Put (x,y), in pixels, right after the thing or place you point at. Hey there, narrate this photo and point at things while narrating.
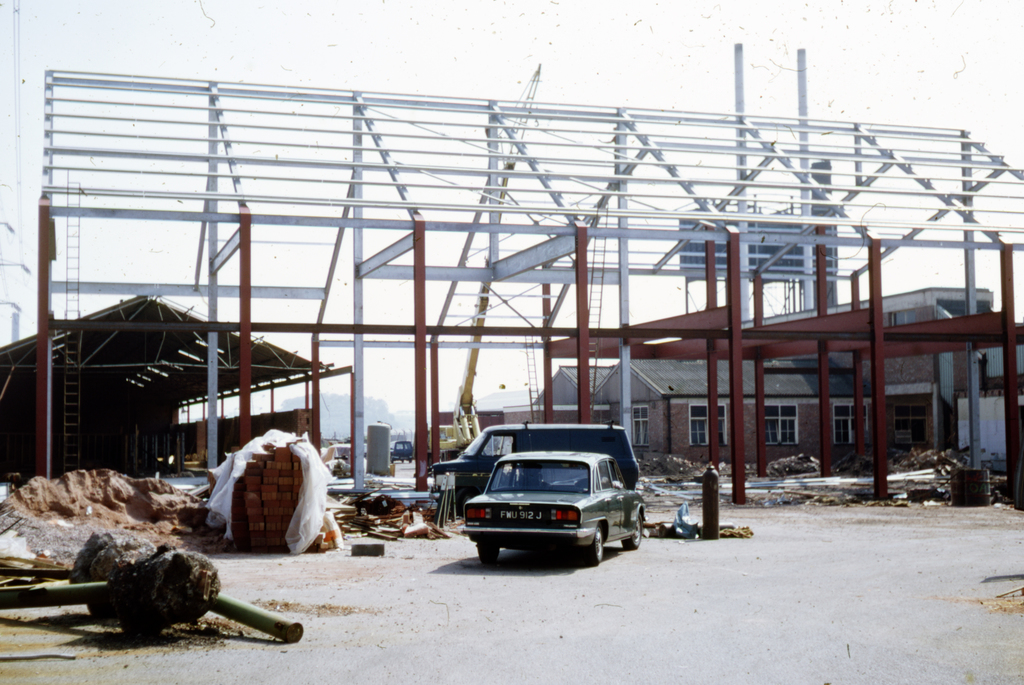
In this image I can see the ground (693,638), two vehicles (566,504) on the ground (686,588), few metal poles (213,609) on the ground (304,603), few bricks (281,522), some sand (68,508) and a building (202,294) which is under construction. In the background (150,398) I can see a shed (193,445), few buildings (698,385), a crane (444,442), few other vehicles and the sky (486,62).
